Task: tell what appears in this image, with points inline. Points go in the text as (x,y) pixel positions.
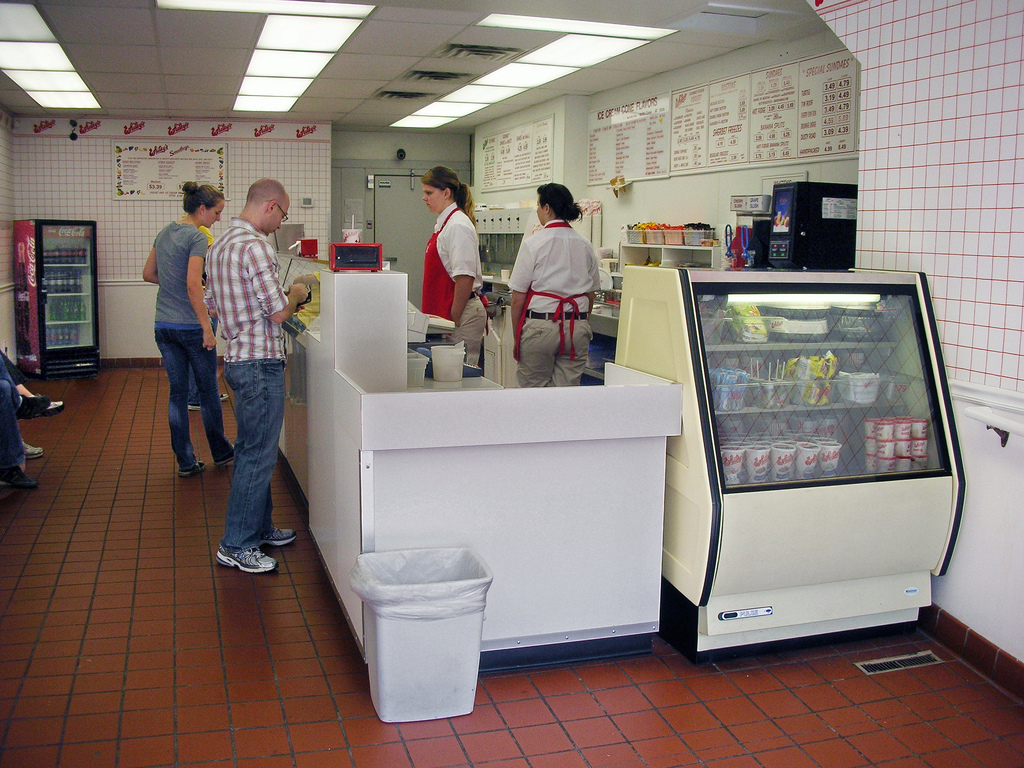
In this image we can see three women (158,265) and one man (264,468) are standing on the floor (230,634). In front of them, we can see a table (442,424). On the table (405,343), we can see so many objects (443,366). Right side of the image (786,476), we can see things (780,398) are arranged in a white color cupboard like object (716,525). Behind it, we can see a machine (773,231) and some food items (662,226). On the left side of the image (42,400), we can see people (5,421) are sitting and one refrigerator (62,295) is present. At the top of the image (726,120), we can see boards (490,147) are attached to the wall (326,138) and there is a roof (473,55) with lights (570,49). At the bottom of the image (424,663), we can see a dustbin (425,719).
